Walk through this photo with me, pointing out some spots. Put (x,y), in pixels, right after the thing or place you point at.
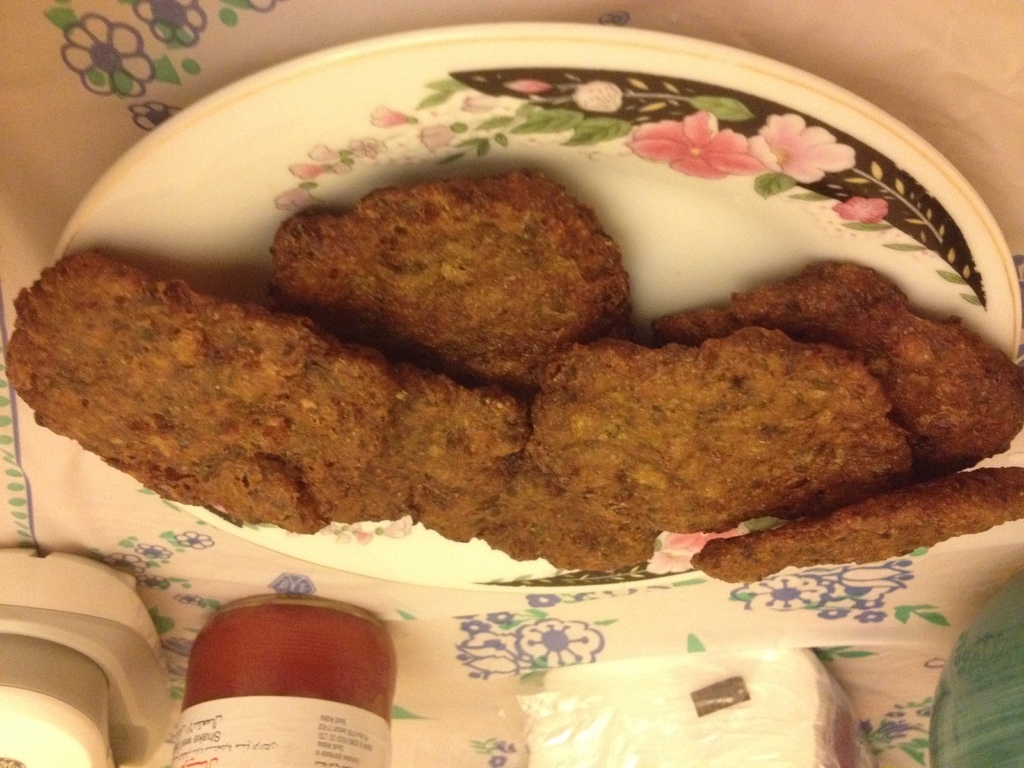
In this picture I can see a food item (519,237) on the plate (420,174), and in the background (108,635) there are some items (695,735), on an object (999,159).
